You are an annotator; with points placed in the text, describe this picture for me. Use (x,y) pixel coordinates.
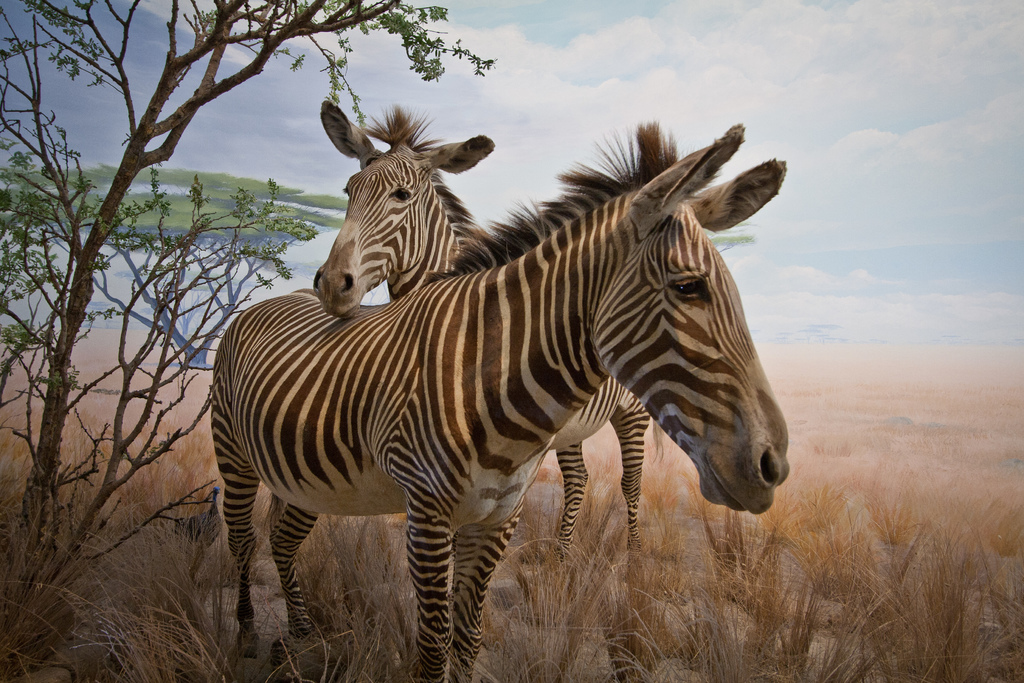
In this image there is the sky (584,65), there are clouds (807,93) in the sky (820,112), there are trees (190,253), there is a tree (73,334) truncated towards the left of the image (73,408), there are grass (152,590), there are zebras (527,354).
